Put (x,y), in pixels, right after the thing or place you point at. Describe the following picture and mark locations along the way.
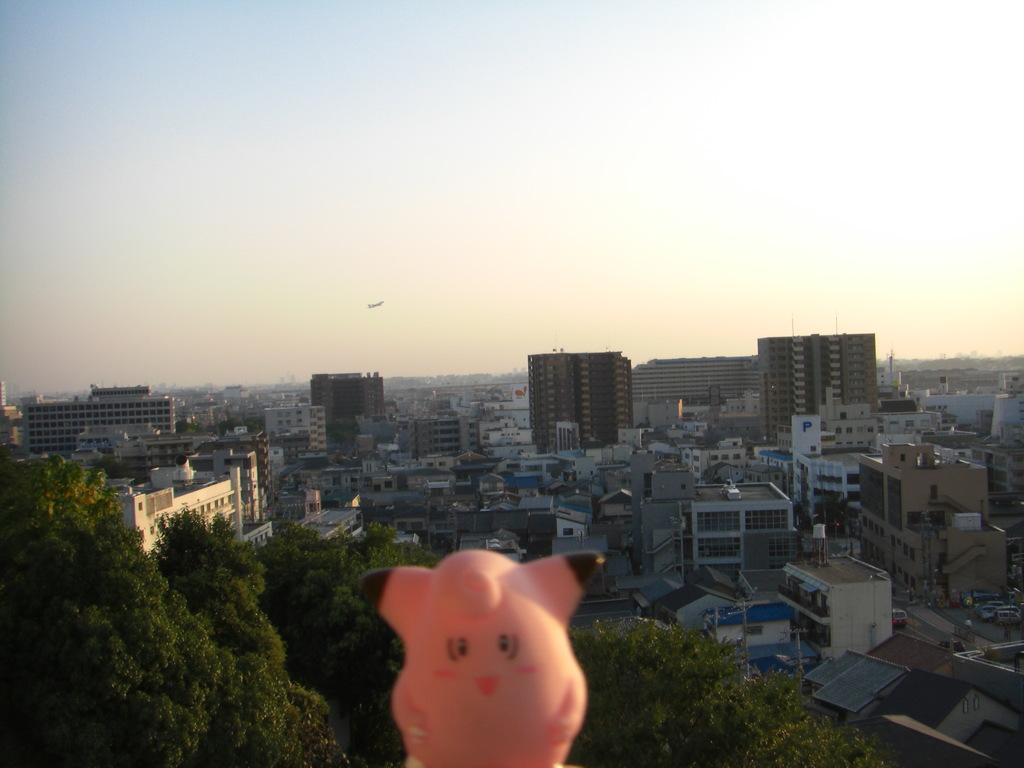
Here we can see a toy (443,723), trees (163,535), and buildings (743,467). In the background (407,49) there is sky (525,188).
